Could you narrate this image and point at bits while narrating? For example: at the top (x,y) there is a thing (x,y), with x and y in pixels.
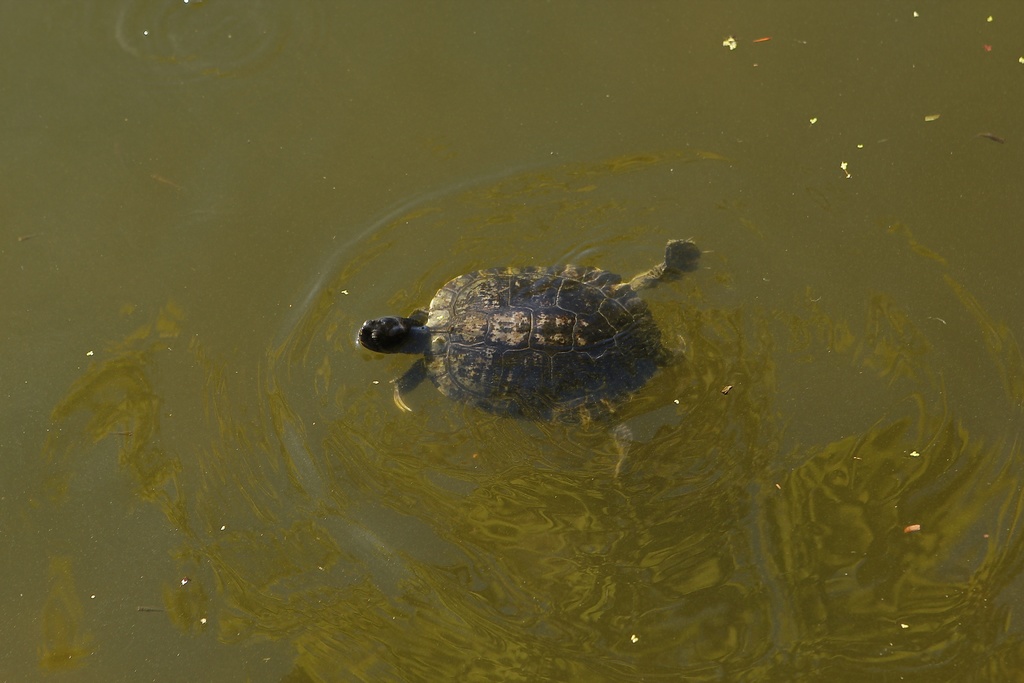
There is a tortoise (487,338) swimming in the water (502,154).
